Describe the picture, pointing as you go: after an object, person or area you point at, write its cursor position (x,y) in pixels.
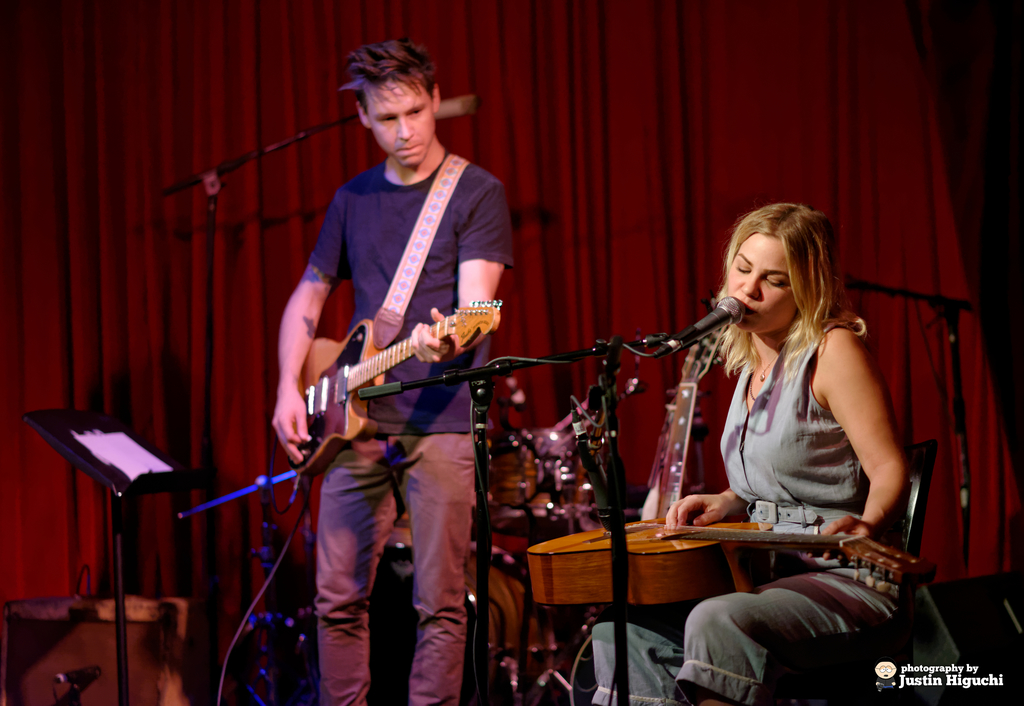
In this image there are two people (447,533). On the right (790,528) there is a woman (806,553) she is holding a guitar (694,551), I think she is singing, her hair (796,220) is short. In the middle (411,405) there is a man (382,233) he wear t shirt (371,255) and trouser (389,501) he is playing guitar (340,393). In the background (535,337) there is a stand (108,480), paper (128,470) and curtain (642,190).
